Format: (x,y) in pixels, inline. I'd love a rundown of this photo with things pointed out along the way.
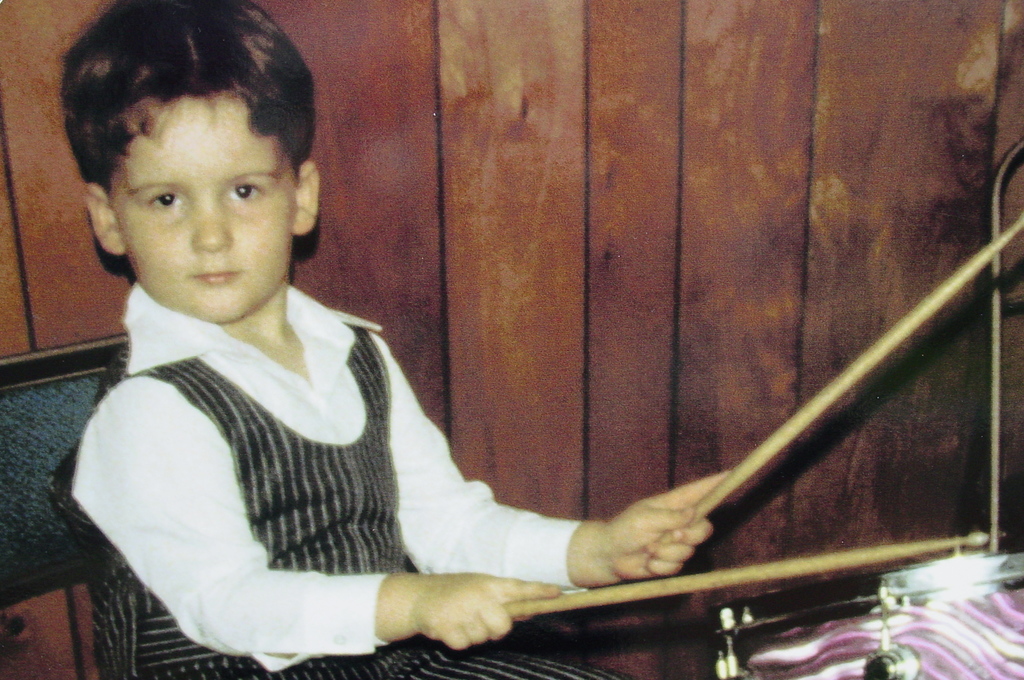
In this image I see a boy (168,234) who is holding sticks (918,318) in his hands (696,522) and I see the drum (880,620) over here and I see that this boy (197,340) is sitting on a chair (77,403). In the background (48,202) I see the wall (721,259).
